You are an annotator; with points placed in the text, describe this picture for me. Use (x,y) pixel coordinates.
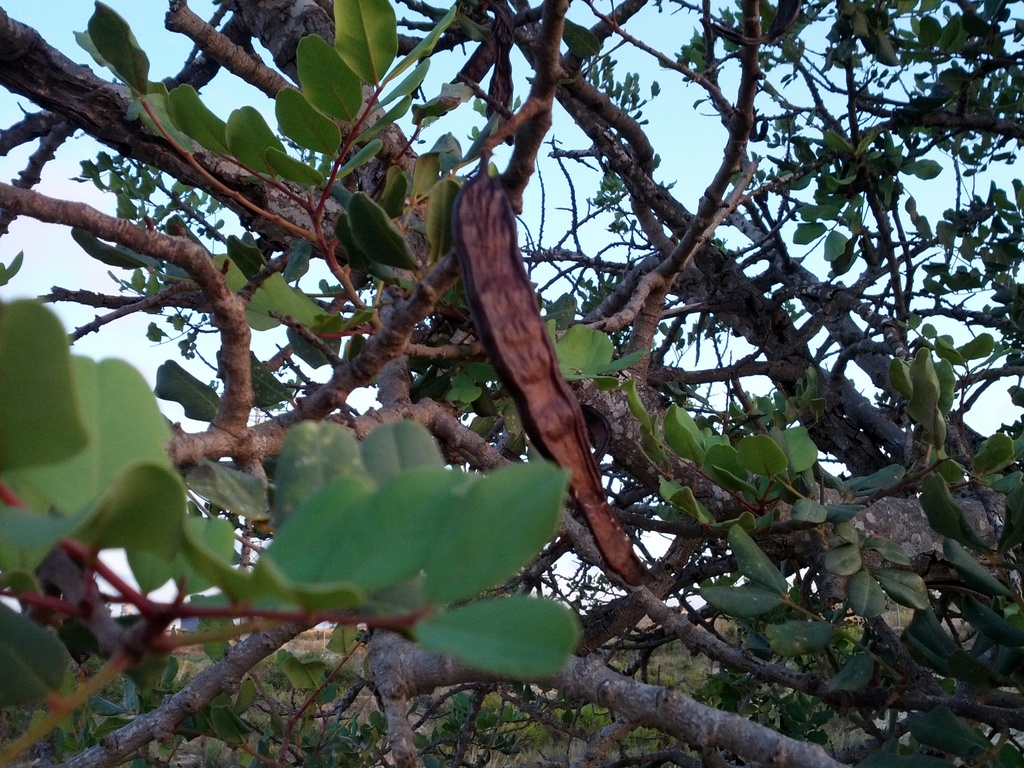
In this picture I can see trees (765,434), and in the background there is sky (727,4).
